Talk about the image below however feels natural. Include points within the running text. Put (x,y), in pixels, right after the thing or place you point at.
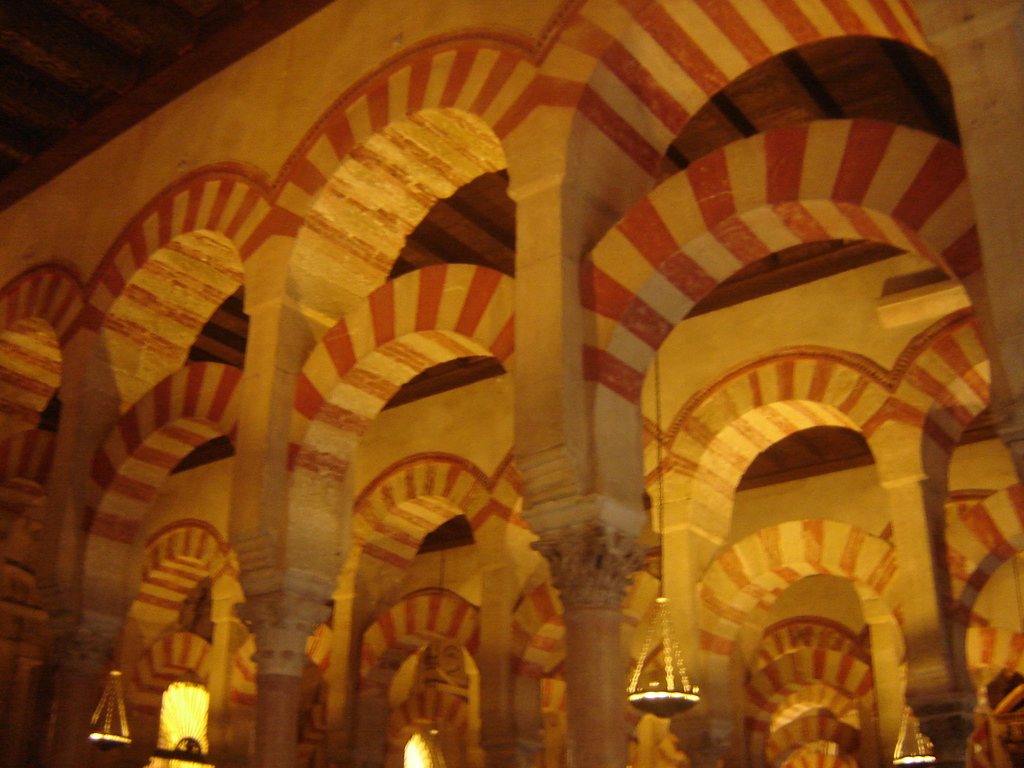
In this image there are some pillars (985,253), wall (838,313), lights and some other objects (776,400), at the top (174,32) there is ceiling (188,34).
